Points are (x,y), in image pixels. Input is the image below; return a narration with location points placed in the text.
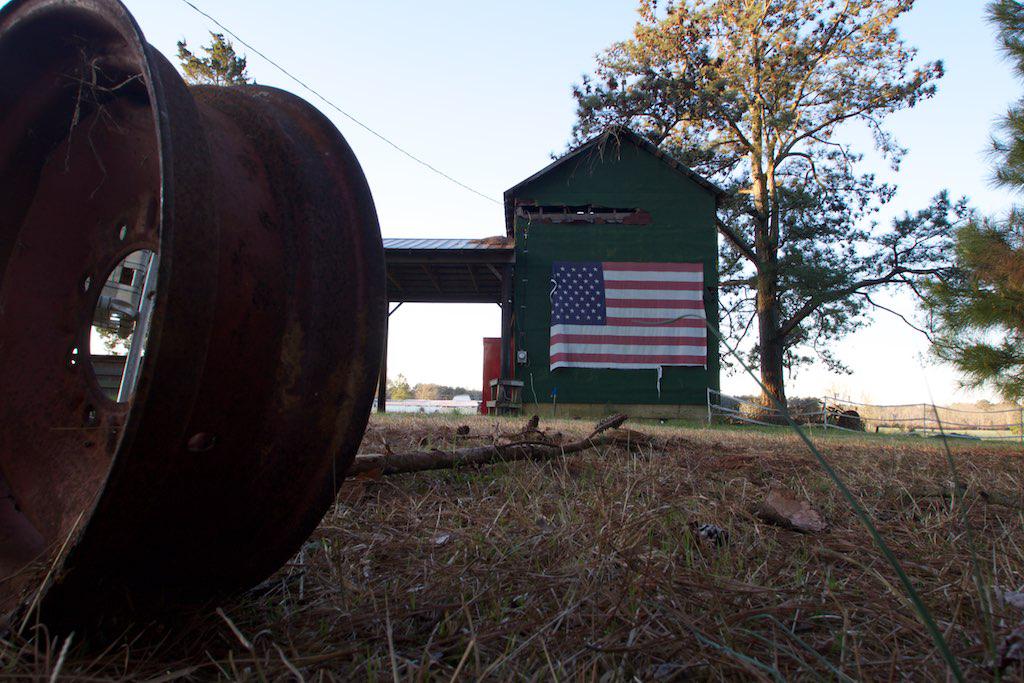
In the foreground of the picture (409,452) there are tyre rim (328,440), grass (567,477), stone (802,521) and wooden stick (416,458). In the center of the picture (507,330) there are trees (978,295), fencing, flag (576,291) and a construction (544,239). In the background (896,410) there are trees (976,408) and fields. Sky (354,101) is sunny. At the top (346,114) there is a cable (428,163).
